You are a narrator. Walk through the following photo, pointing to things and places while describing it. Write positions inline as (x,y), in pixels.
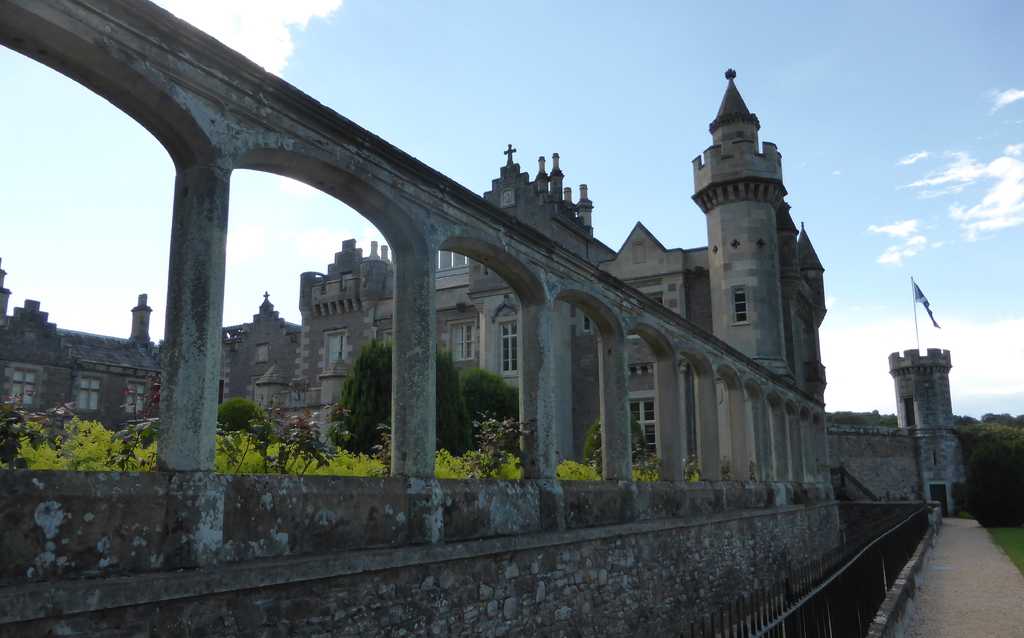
In the image we can see there are buildings (562,386), there are plants (322,471) and trees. There is a flag (915,324) kept on the building (914,409) and there are iron poles fencing (919,523). There is a cloudy sky (808,80).
